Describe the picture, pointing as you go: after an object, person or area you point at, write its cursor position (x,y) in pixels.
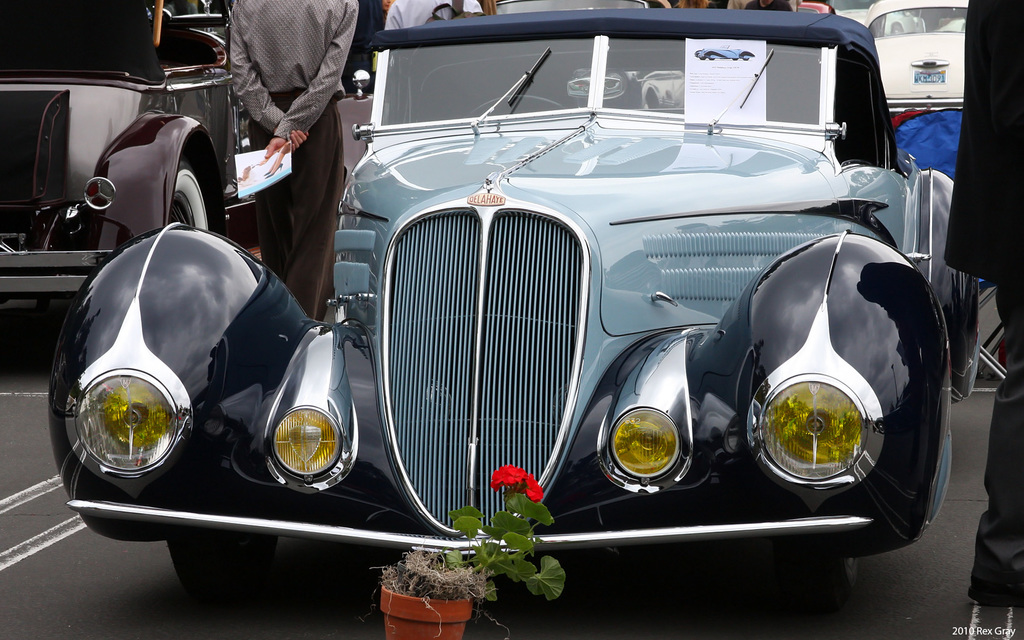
In front of the image there is a car (428,364), in front of the car (542,442) there is a flower pot (495,525), beside the car (374,268) there is a person (276,97) standing, in the background of the image (183,109) there are a few cars (188,89) parked and there are a few people (280,115), at the bottom of the image (982,630) there is some text (962,625).
